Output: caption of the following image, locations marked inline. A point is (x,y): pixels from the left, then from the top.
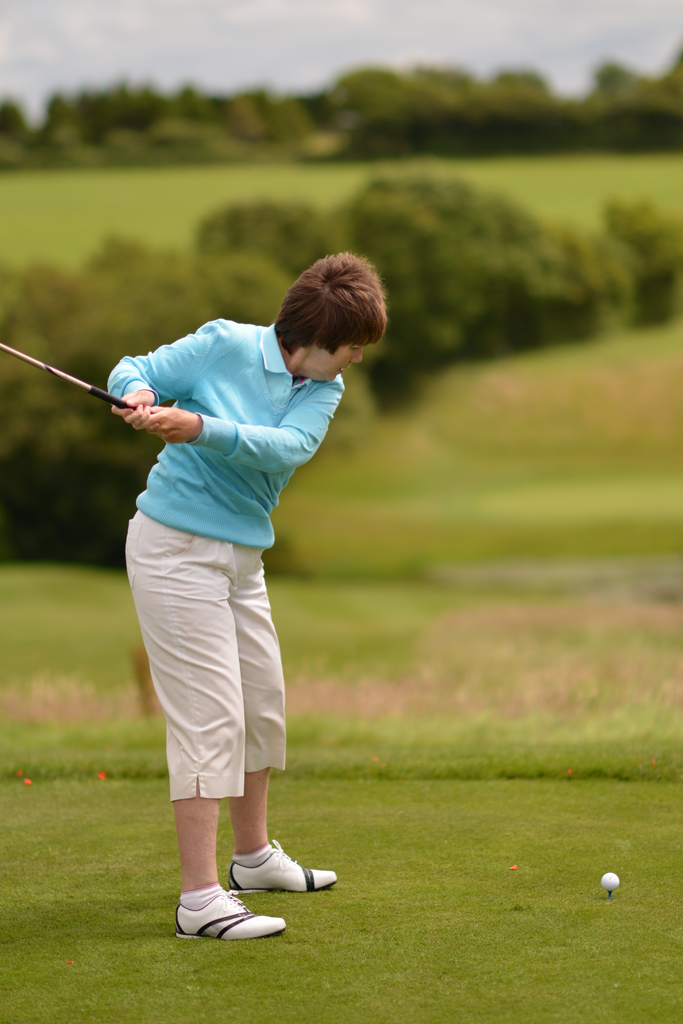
In this image, we can see a person (190,795) is standing on the grass (337,898) and holding a stick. On the right side (614,888) bottom, we can see a ball (607,882). Background (677,573) we can see the blur view. Here there are few trees (363,364) and sky (572,45).
